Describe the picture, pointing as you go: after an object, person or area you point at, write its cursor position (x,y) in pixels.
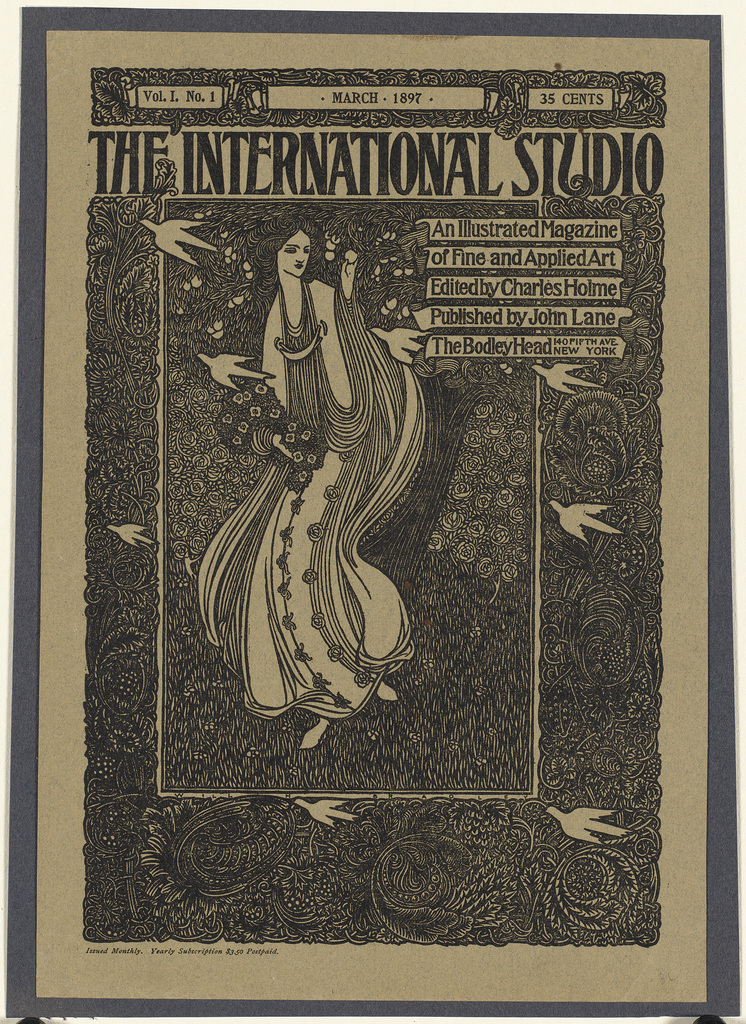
There is an art (327,485) of a women (283,539) as we can see in the middle of this image (457,450), and there is some text (211,159) written at the top of this image (433,185).
